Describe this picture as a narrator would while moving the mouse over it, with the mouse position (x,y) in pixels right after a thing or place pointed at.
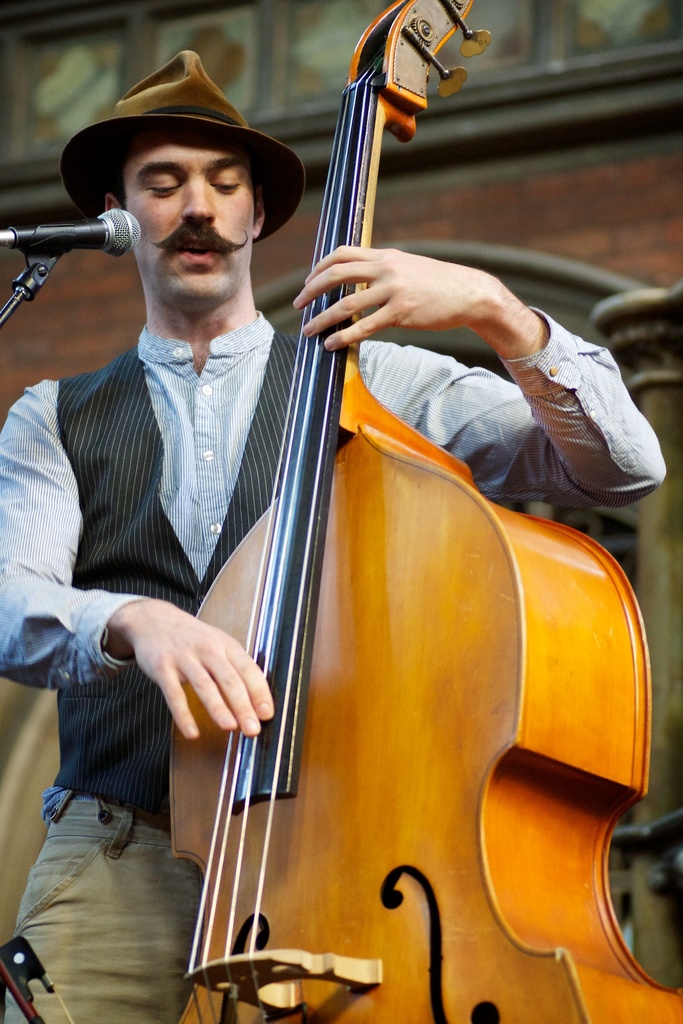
In this image there is a man (541,367) standing and playing a double bass (259,938) and singing a song in the microphone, at the back ground (73,296) there is a wall (663,229).
